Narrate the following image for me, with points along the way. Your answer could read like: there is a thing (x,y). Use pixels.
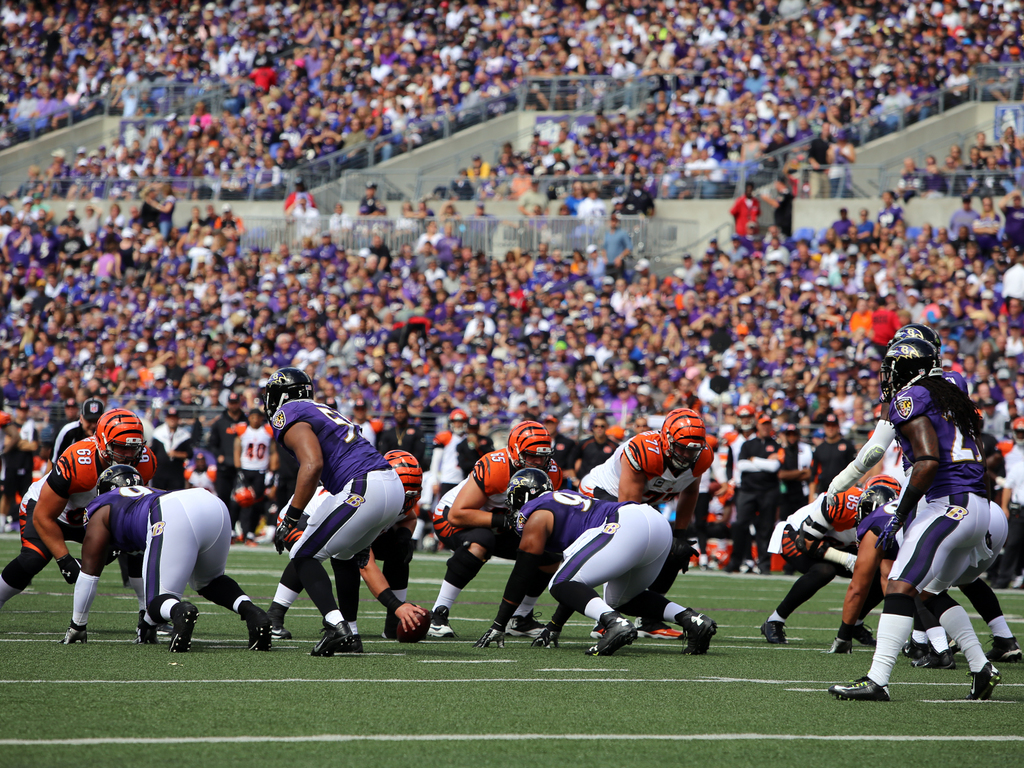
In this image I can see few players (499,549) are wearing different color dresses (499,549). I can see a ball (408,638). Back I can see few railings (382,226) and a group of people (278,278) sitting.
